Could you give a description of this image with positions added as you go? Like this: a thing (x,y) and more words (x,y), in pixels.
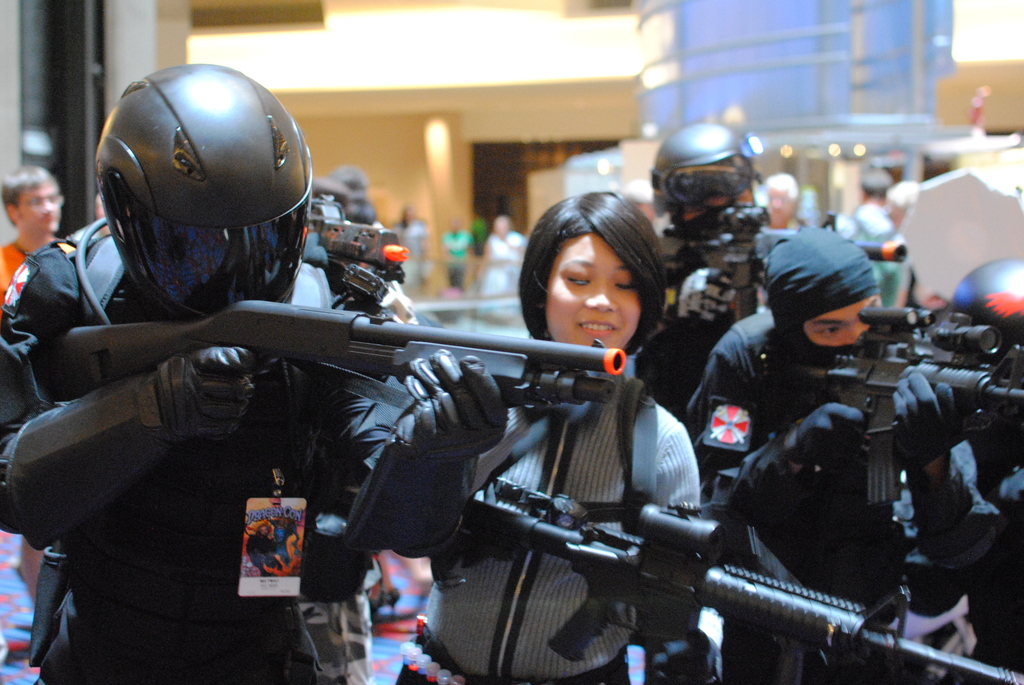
In the center of the image (493,401) some persons (498,444) are there. And they are holding guns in their hand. In the background of the image (559,106) we can see buildings (525,109), lights (431,131) are present.
